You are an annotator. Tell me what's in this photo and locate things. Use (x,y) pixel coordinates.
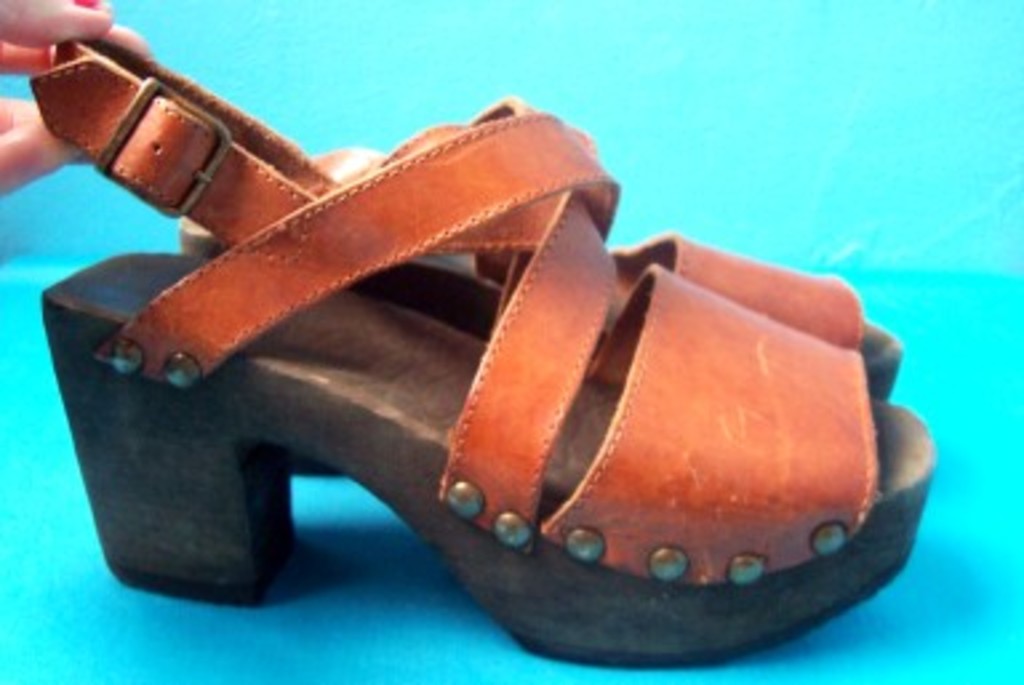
In the image on the blue surface (61,497) there is a footwear (324,362) which is in brown color. And in the top left corner of the image (37,20) there is a person hand (43,130).
